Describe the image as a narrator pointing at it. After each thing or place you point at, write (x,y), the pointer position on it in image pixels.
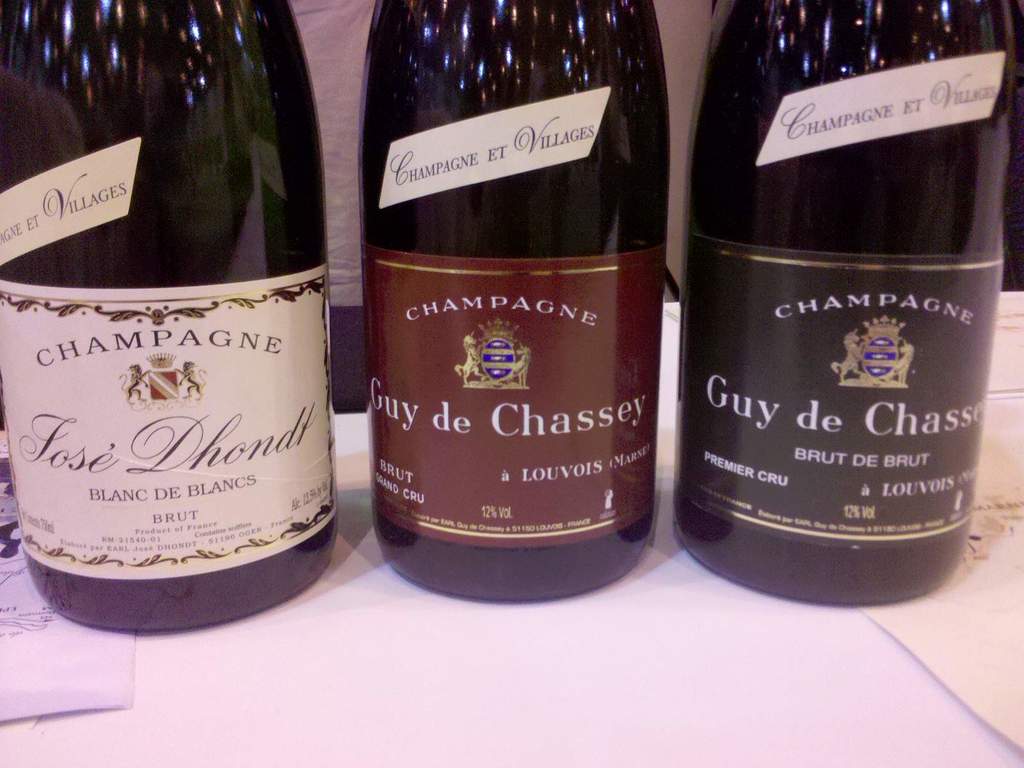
In this image I see 3 bottles (108,61), which are black in color.
